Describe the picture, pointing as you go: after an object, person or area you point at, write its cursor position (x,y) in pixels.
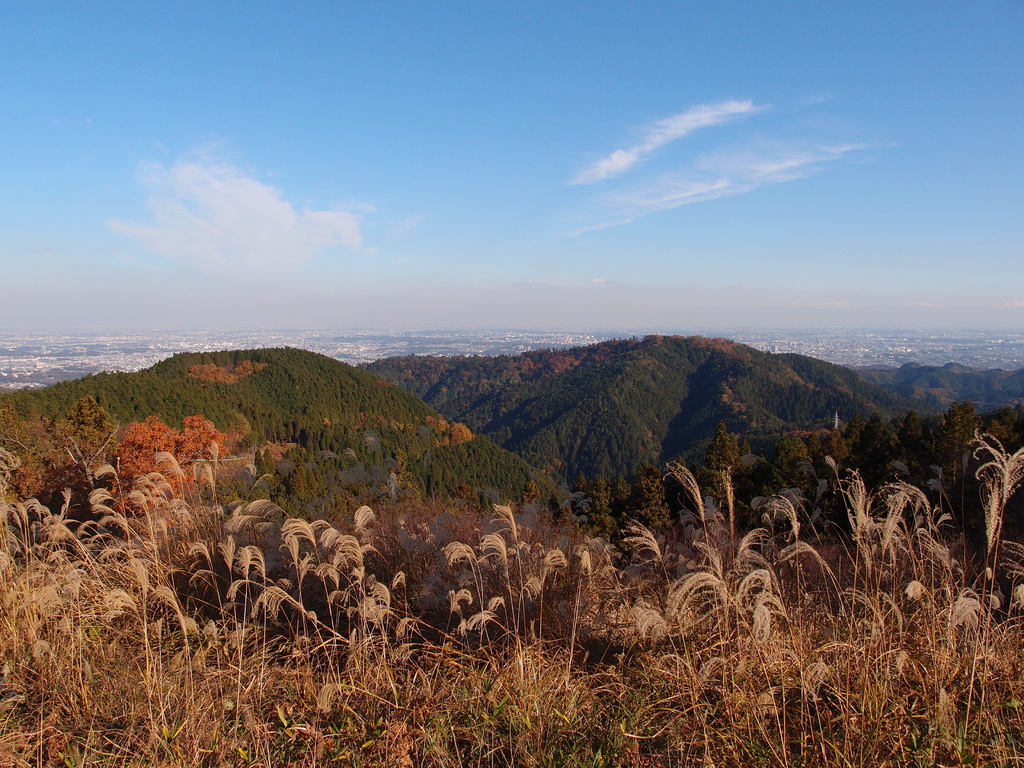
At the bottom (390,675) we can see grass (530,752) and trees (516,445) on the mountains (516,445). In the background (454,459) there are trees (222,381), buildings (351,351) and clouds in the sky (863,318).
